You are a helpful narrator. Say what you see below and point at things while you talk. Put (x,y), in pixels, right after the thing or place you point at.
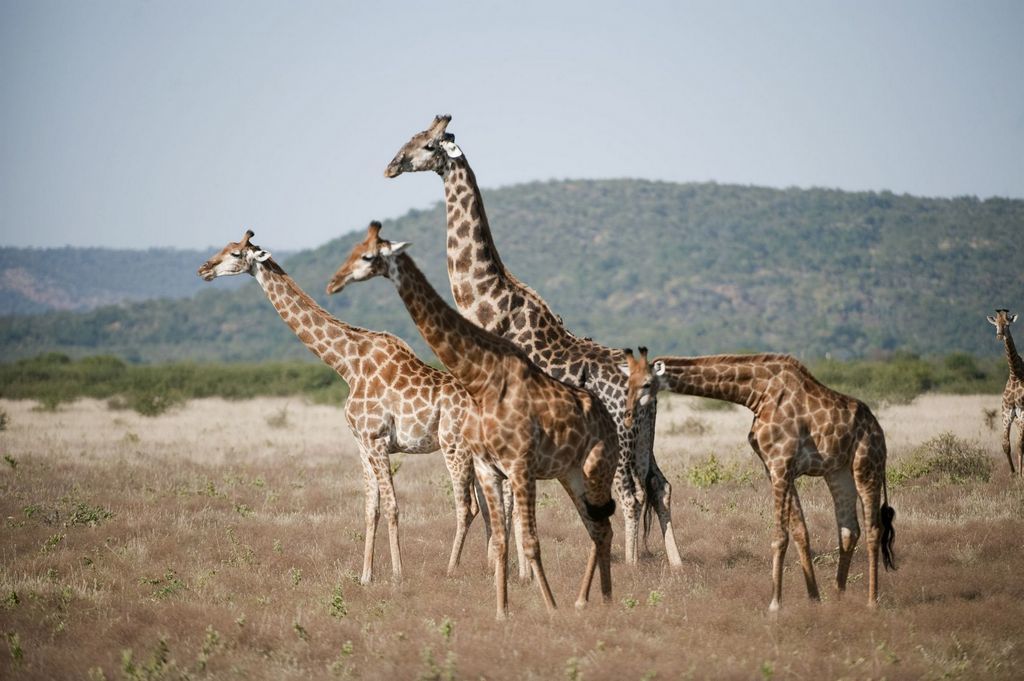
In this image there are giraffes (590,415) in the center (548,425). On the ground (268,536) there are plants (83,512) and there is dry grass (981,555). In the background (549,268) there are trees (580,209) and the sky (466,126) is cloudy.
